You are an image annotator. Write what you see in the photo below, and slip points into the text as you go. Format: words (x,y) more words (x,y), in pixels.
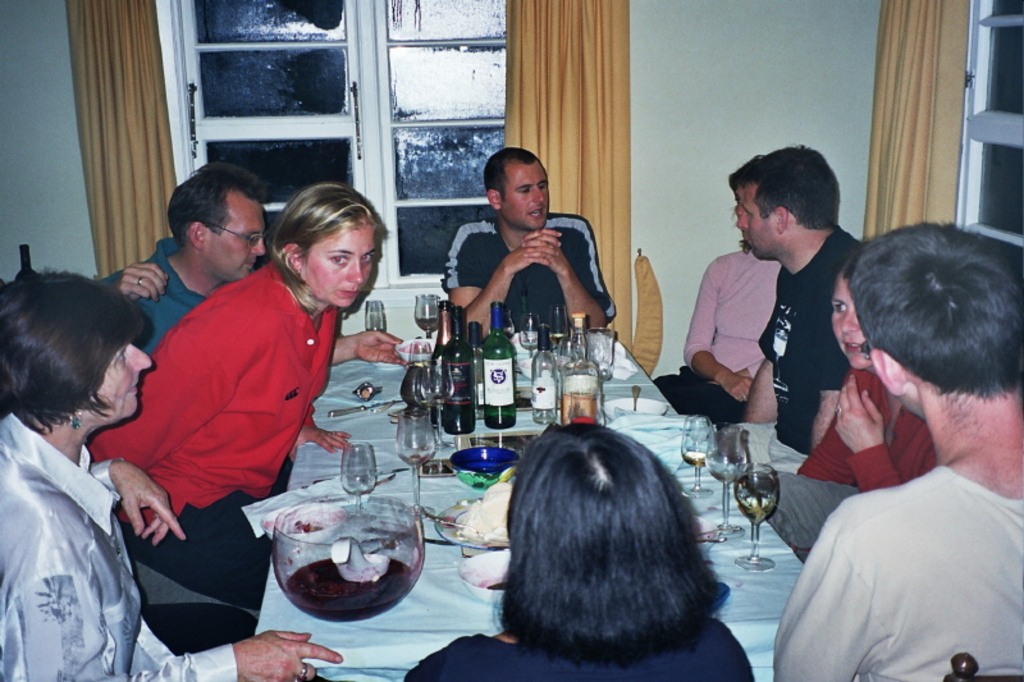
In this image i can see a number of persons (271,444) sitting around the table (351,637), on the table (386,422) there are number of some bottles (464,390) kept, there are some glasses (403,447) and bowls (467,463) on the table (428,562) and back side of the table (431,568) there is a window (373,174), there are some curtains (523,78) visible.
